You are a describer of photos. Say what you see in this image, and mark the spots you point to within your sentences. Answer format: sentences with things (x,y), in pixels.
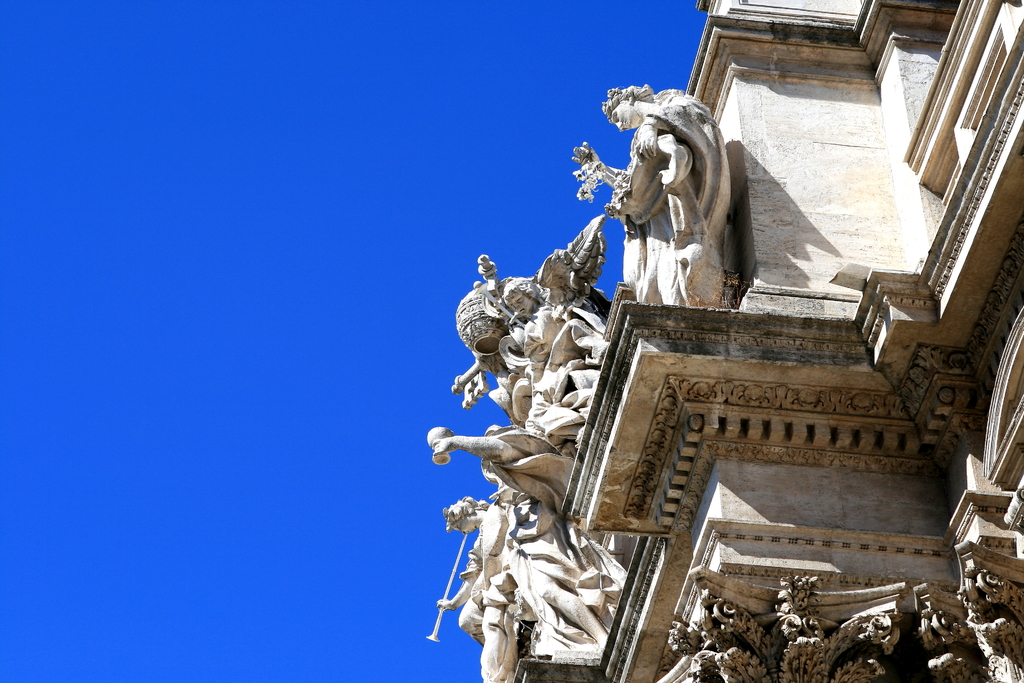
In this picture we can see statues (512,366) of persons (605,294) which is on the building (806,376). On the left (48,171) there is a sky (265,412).
